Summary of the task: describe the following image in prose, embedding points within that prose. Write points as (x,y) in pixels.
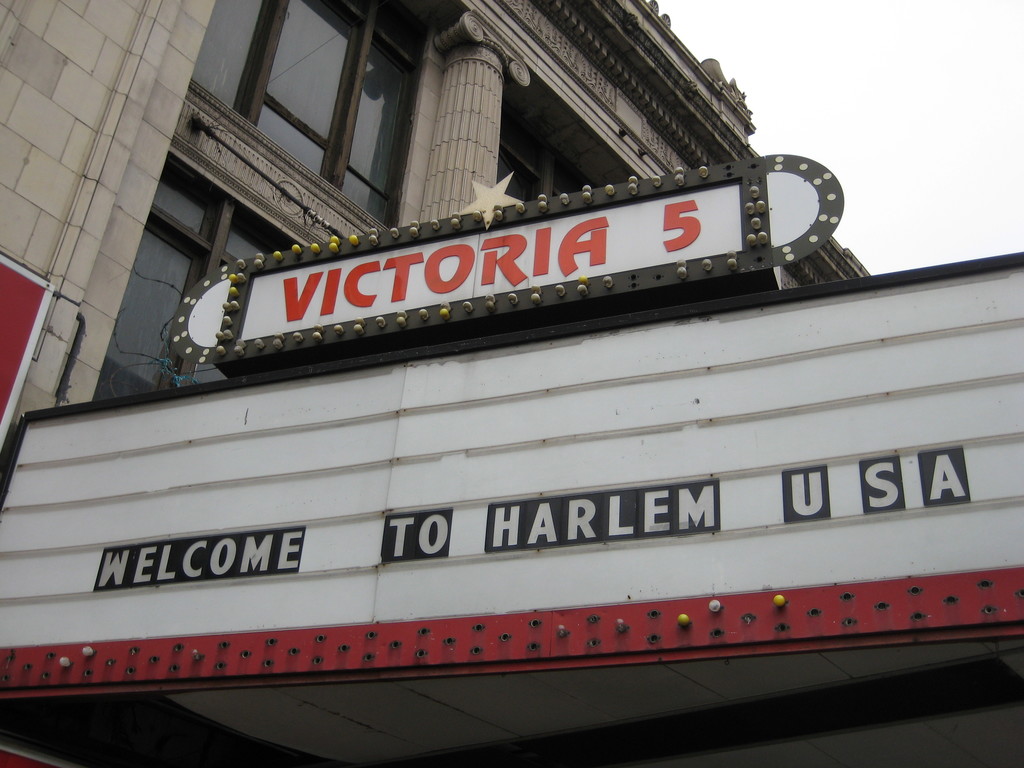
In this image I can see a board (381,441) of a building (70,31) and there is a building (192,148) behind it which has glass windows (343,167).
